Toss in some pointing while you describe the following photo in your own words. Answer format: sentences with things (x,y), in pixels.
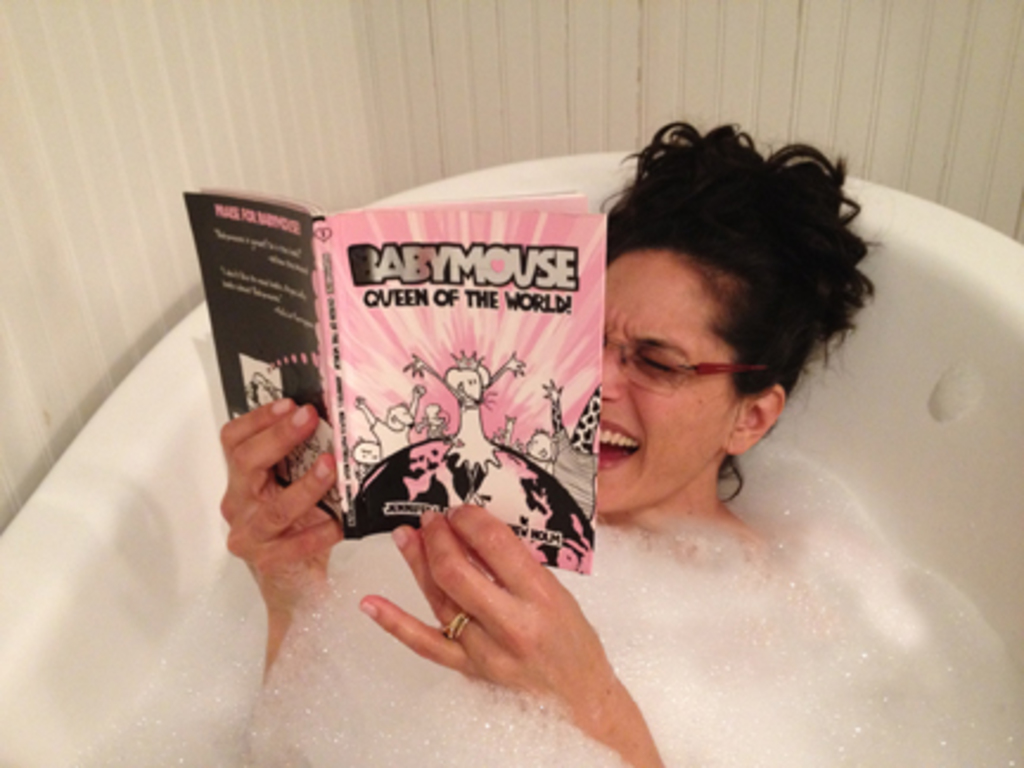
A woman (609,376) is reading book (441,420) lying in the tub (929,443), this is wall (454,105).
